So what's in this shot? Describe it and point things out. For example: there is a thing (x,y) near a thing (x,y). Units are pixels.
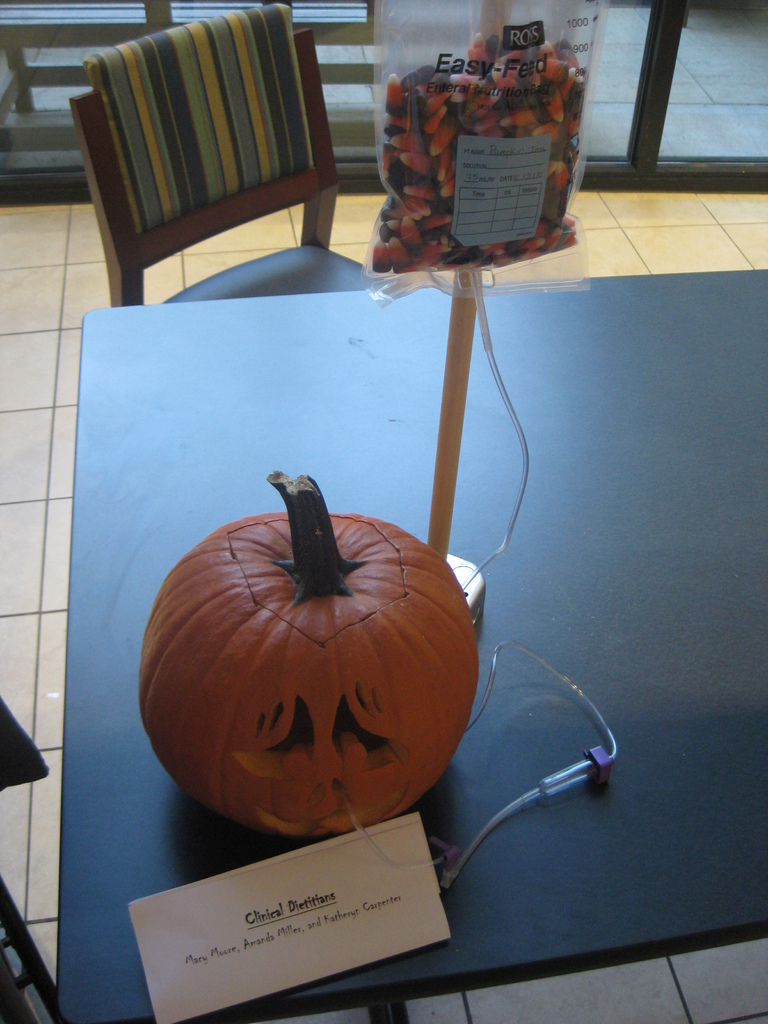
In this image there is a table (716,784) on which there is a pumpkin (303,631). There is a stick (458,430) and a packet (526,232) beside the pumpkin (361,562) through, which is connected to the pipe (446,875). There is a chair (217,170) beside the table (253,347).
